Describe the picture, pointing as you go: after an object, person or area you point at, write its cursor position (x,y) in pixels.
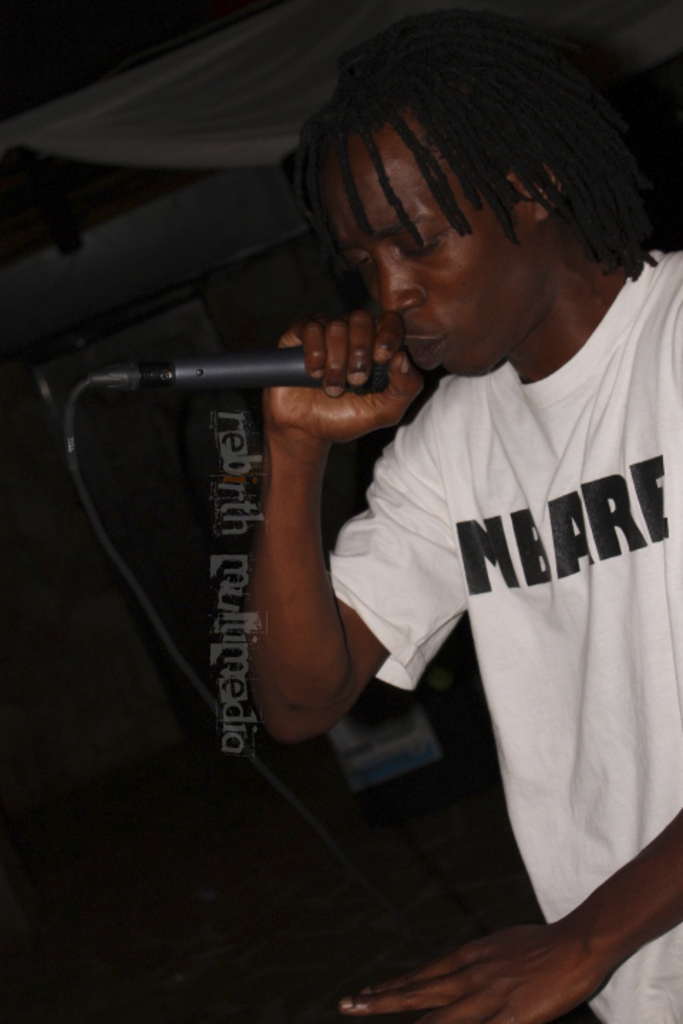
In this image we can see a person (296,657) holding a mic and there are some objects (197,262), at the top (244,174) we can see the roof (105,195).
